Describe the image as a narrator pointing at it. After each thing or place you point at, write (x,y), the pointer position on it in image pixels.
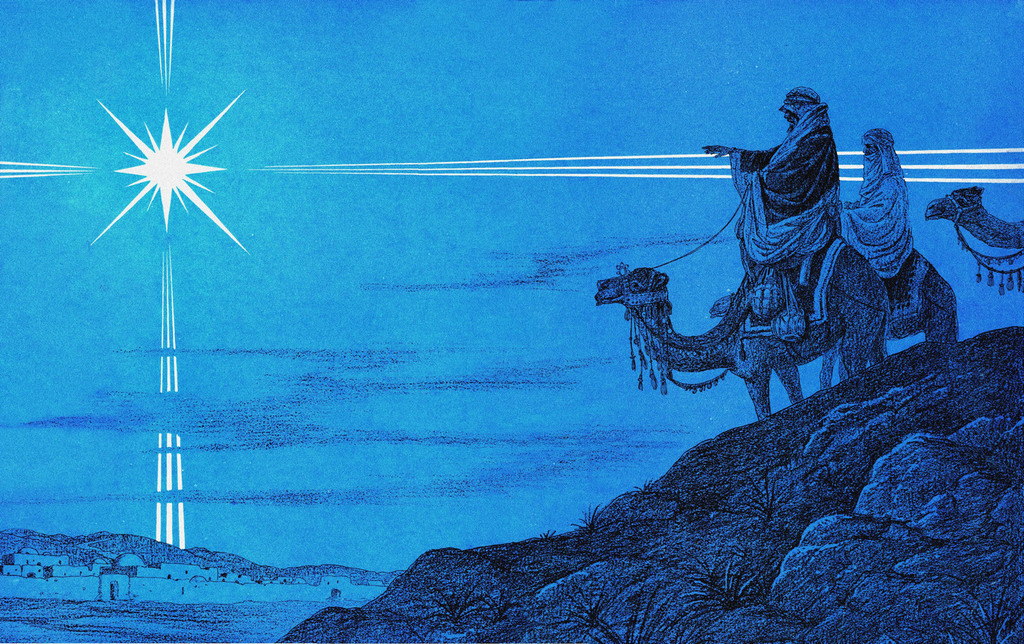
In this image there is a drawing (523,546) in this there are camels (876,276) on that camels (912,270) there are two persons (883,166) sitting, there is mountain (285,566) houses (88,566) and a star (161,134).
